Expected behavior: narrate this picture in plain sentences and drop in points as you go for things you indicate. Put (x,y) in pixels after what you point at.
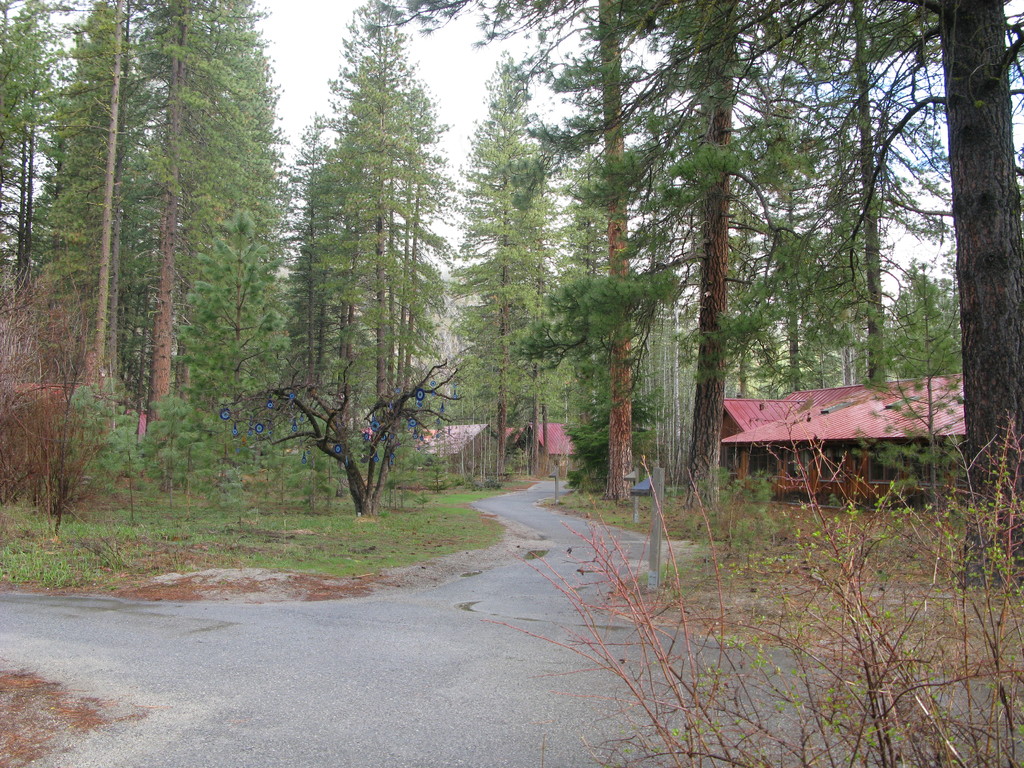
This image consists of a road (551,580). And we can see many trees (485,357). On the right (740,472), there are houses (730,457). At the top (445,99), there is sky (444,104).
